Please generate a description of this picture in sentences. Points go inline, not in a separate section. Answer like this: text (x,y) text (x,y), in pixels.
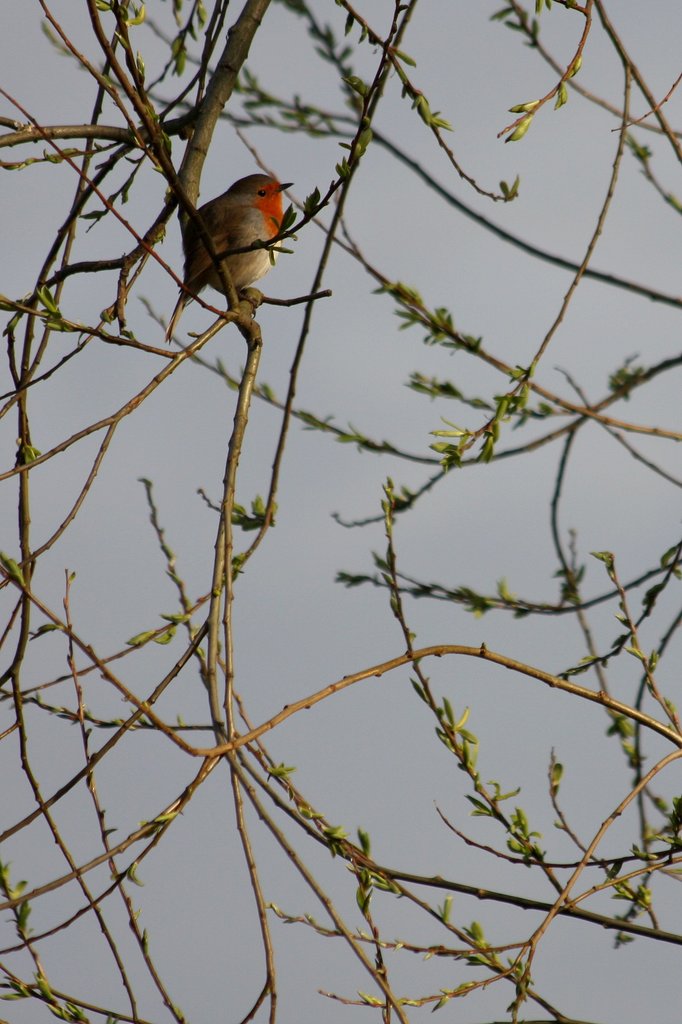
Here in this picture we can see a bird (170,337) present on the branches (167,374) of a plant (172,364) over there.
